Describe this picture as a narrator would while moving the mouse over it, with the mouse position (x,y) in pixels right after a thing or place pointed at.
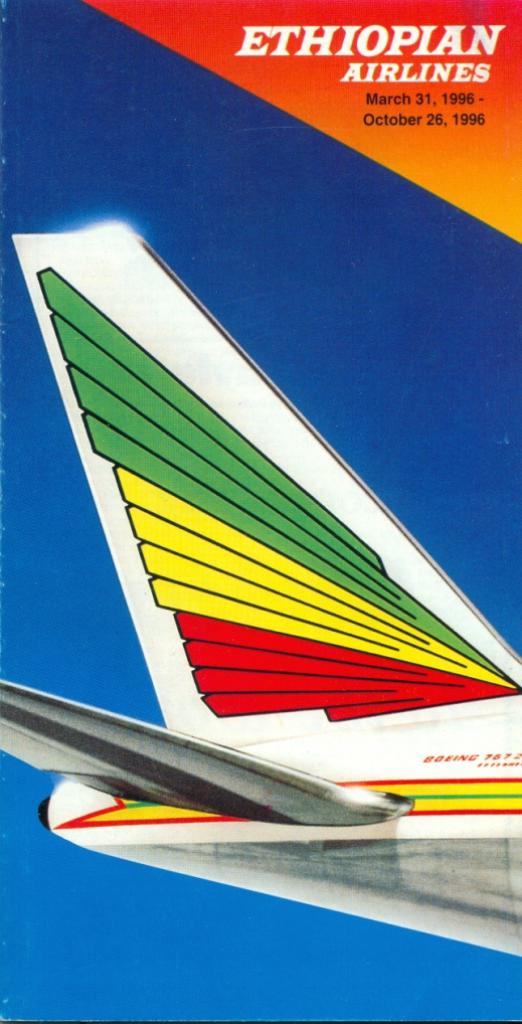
In this image there is a cover page (258,102). The cover page (358,116) is in blue color. There is a text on the top (401,65). There is an airplane image (224,621) on it. There are colorful paints (224,598) on the plane (304,498).
